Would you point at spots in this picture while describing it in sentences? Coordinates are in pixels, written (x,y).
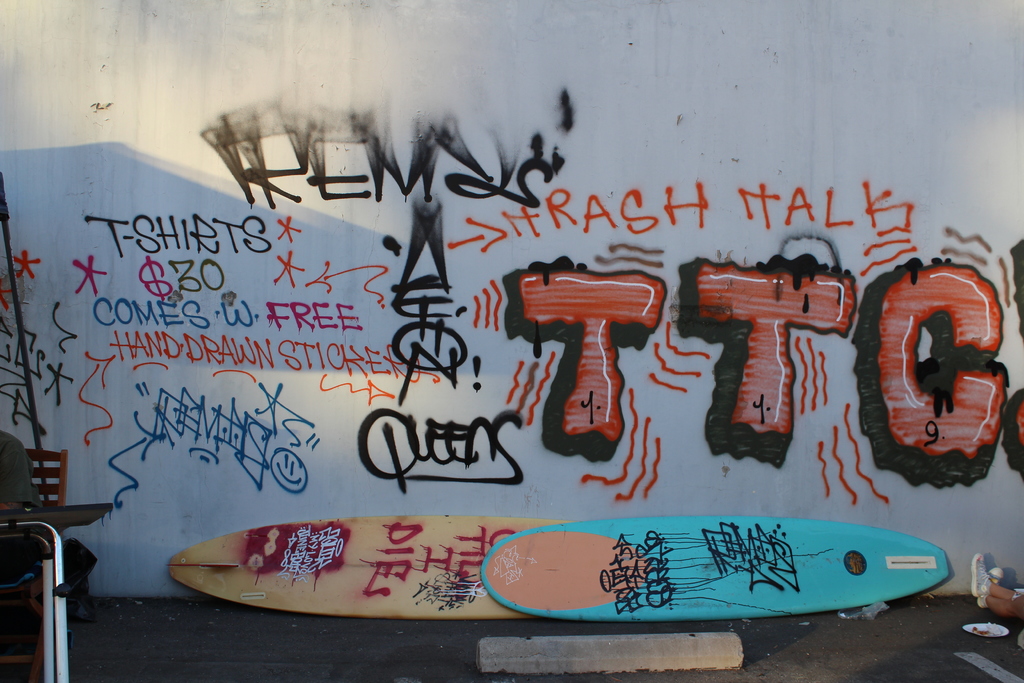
In this picture I can observe some text (360,371) painted on the wall (547,324). I can observe red, black, pink and blue colors on the wall (279,411). I can observe surfing boards (420,592) which are in blue and yellow colors placed on the land (533,628).
